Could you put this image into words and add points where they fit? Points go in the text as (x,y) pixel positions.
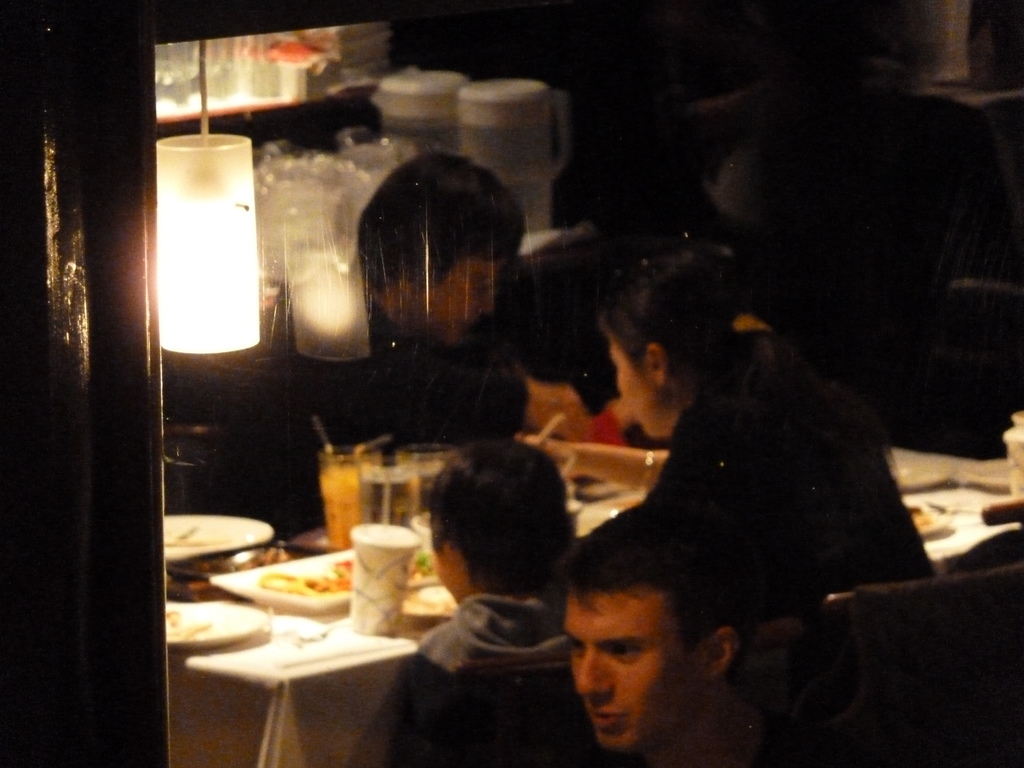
The image is inside the room (796,263). In the image there are four people (504,266) two men (504,266) one woman (666,423) and a kid (435,722) who are sitting on chair (963,640) behind a table (275,718). On table (261,677) we can see tray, plate (219,537), glass (384,487), juice (342,501), water glass (401,501), cloth (328,653). On left side (219,258) we can see a light (219,261), jar (536,160).
